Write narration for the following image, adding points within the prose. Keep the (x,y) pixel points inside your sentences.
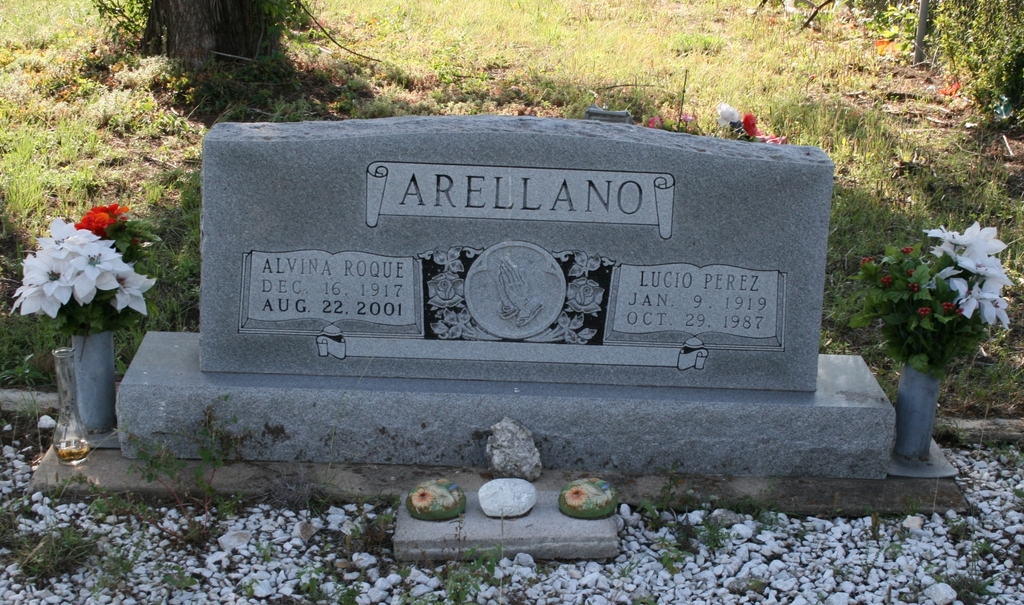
In this image we can see there is a cemetery (572,447) with flower vases (916,423) on both sides also there is a grass (94,118) behind.
